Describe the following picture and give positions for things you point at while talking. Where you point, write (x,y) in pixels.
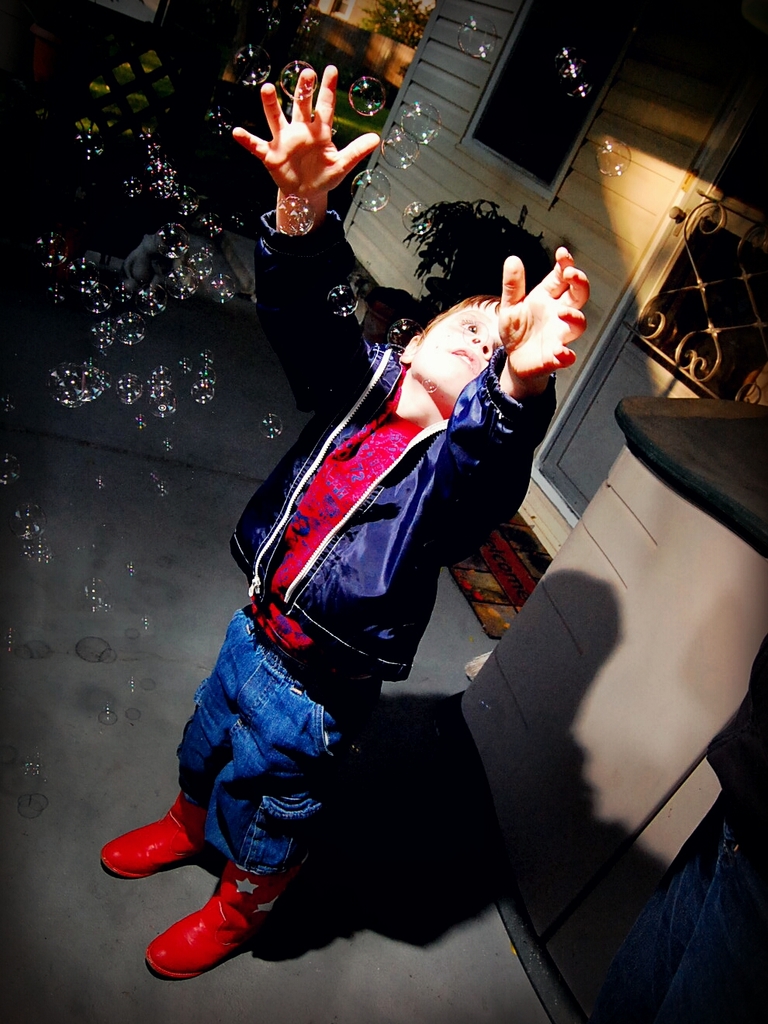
In the center of the image (388,444) we can see a boy (252,867) standing on the ground (305,905). On the right side of the image (703,899) we can see the legs (737,892) of a person (686,921), table (614,655), a door (699,263) and a window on a wall (443,128). At the top of the image (416,35) we can see some plants (412,15). On the left side of the image (180,206) we can see some bubbles (266,14).
